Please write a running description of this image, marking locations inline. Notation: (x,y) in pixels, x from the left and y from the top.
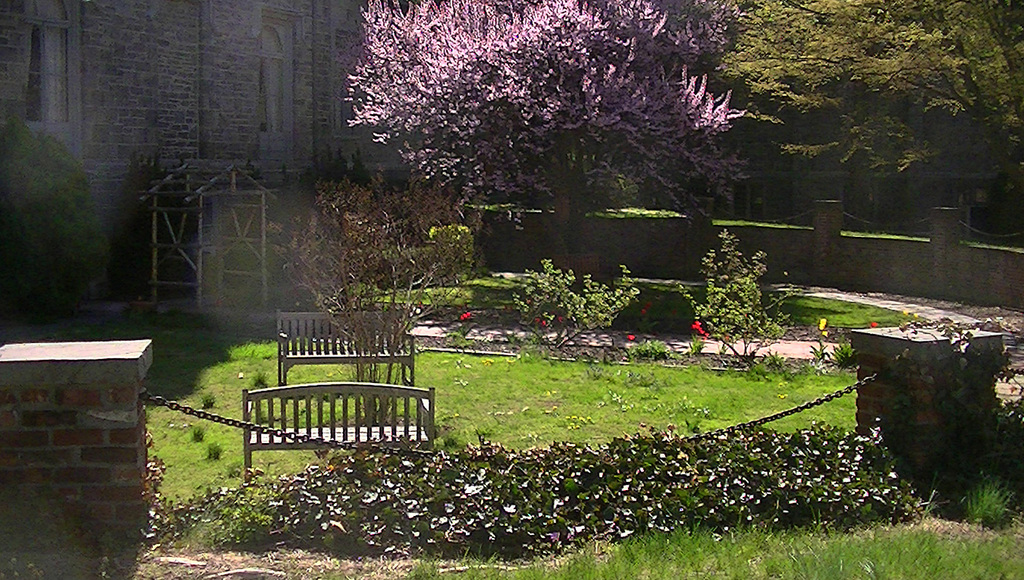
As we can see in the image there is grass (337,378), benches (381,407), plants (531,294), trees (1017,70) and buildings (256,37).
